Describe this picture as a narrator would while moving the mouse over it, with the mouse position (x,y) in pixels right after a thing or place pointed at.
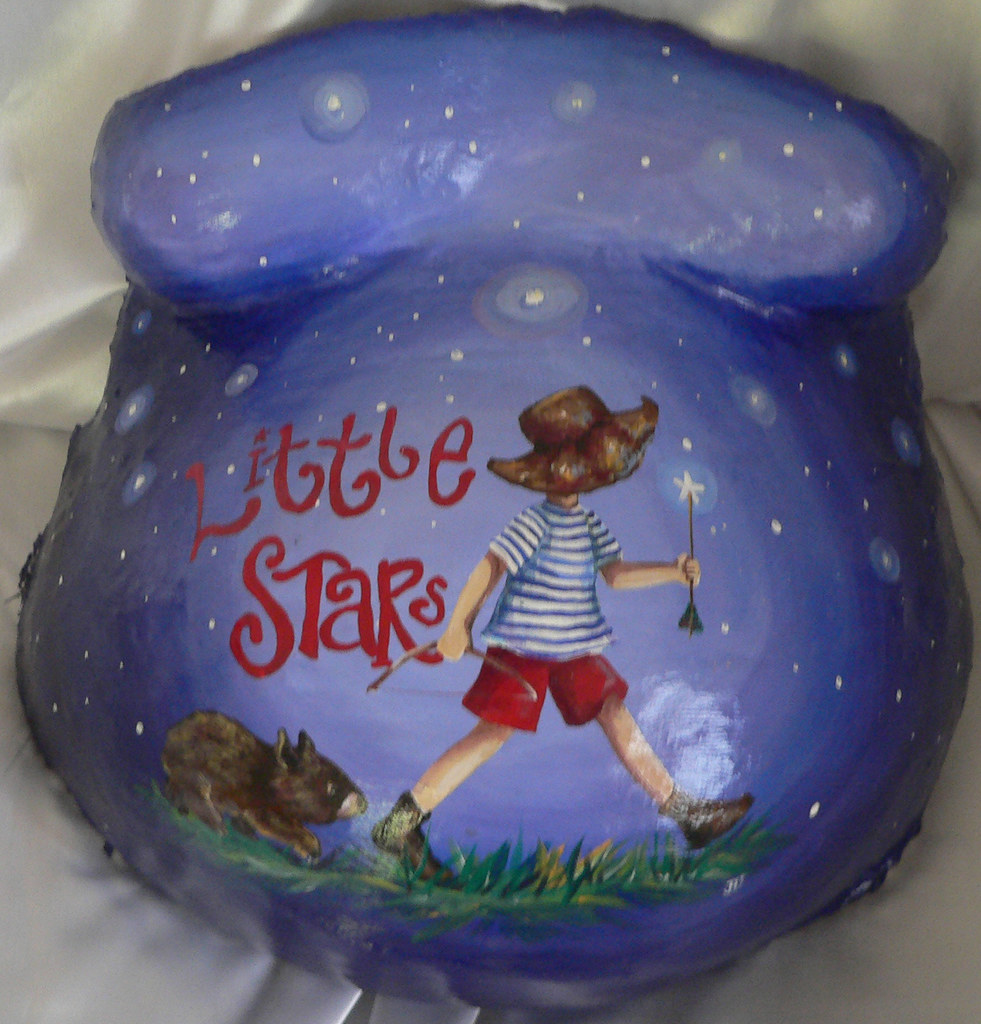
In this picture there is an object (543,287). On the object (461,748), there is a painting (568,611) of a boy (558,638) walking and there is a painting (244,793) of an animal (252,815) and there is text (283,652) and there is grass (488,898). At the top (460,234) there is sky (502,276) and there are stars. At the bottom (39,984) there is a white color cloth (945,851).
